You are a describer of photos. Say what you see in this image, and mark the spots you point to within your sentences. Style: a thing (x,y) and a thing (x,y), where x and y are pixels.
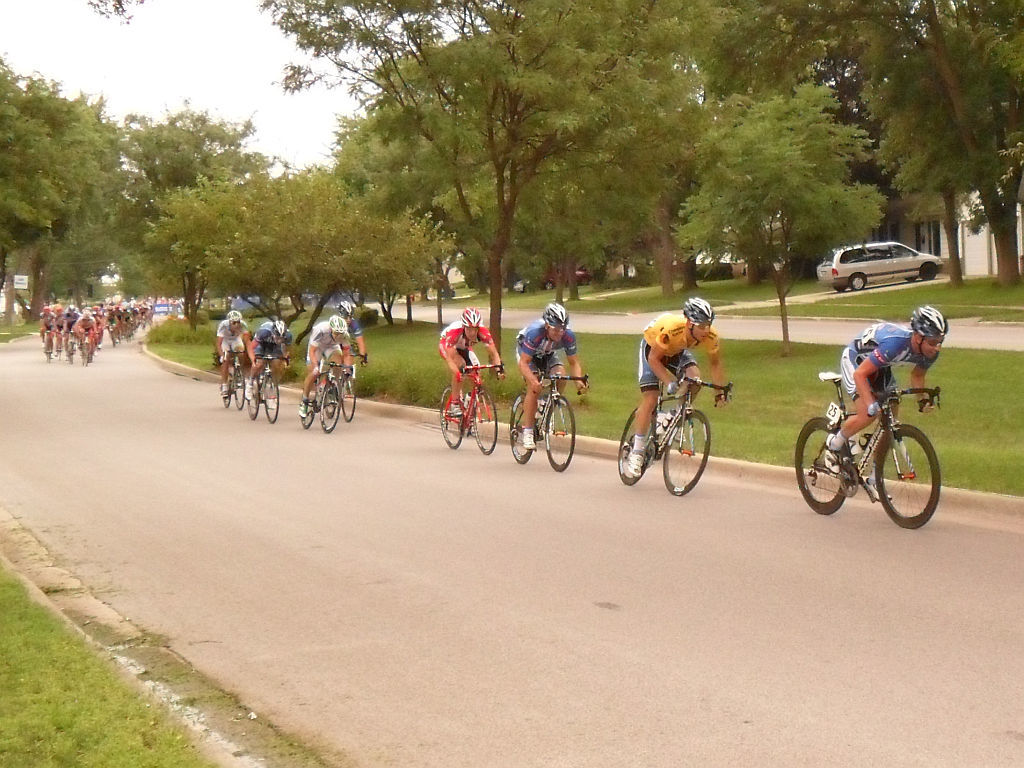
In this picture we can see the sky (249,80), trees (311,70). On the right side of the picture (993,249) we can see the wall (962,248), a car (896,277) and grass (943,288). On the left side of the picture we can see a white board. This picture is mainly highlighted with the people (859,359) wearing helmets (945,322) and riding bicycles (871,454). At the bottom portion of the picture (795,644) we can see the road (450,633).
